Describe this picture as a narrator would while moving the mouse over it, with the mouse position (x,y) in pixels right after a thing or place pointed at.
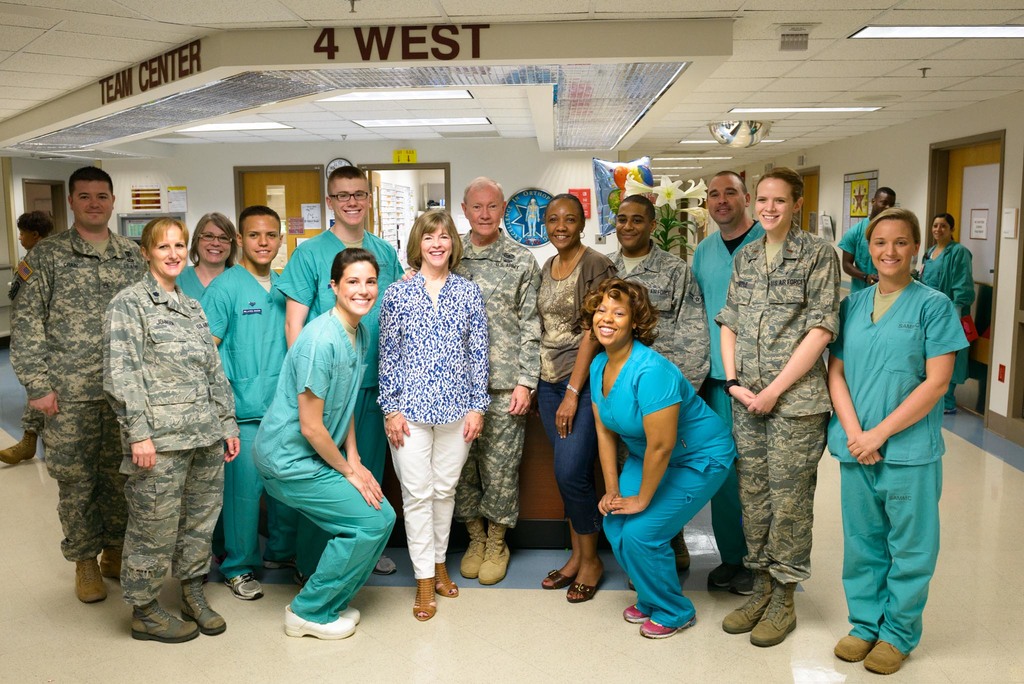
This picture is clicked inside. In the center (594,434) we can see the group of people (491,263) smiling and standing on the ground (468,594). At the top (388,34) we can see the text (376,37) on the roof (578,12) and we can see the ceiling lights (855,108). In the background (243,169) we can see a clock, doors (291,176) and some other items (1006,215).
